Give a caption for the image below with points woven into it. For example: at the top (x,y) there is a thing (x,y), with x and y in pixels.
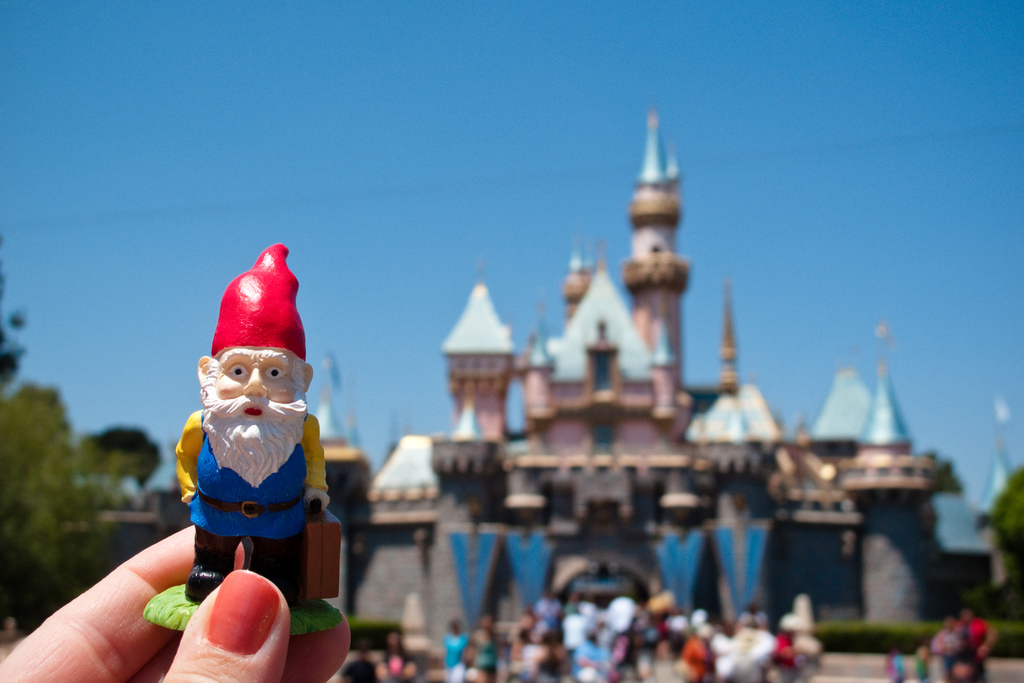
In the foreground (154,570) I can see a person (247,570) is holding a toy (224,478) in hand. In the background (459,589) I can see a crowd (981,636), plants (863,632), trees (12,514) and a palace (626,558). At the top (501,137) I can see the sky (512,165). This image is taken during a day.
